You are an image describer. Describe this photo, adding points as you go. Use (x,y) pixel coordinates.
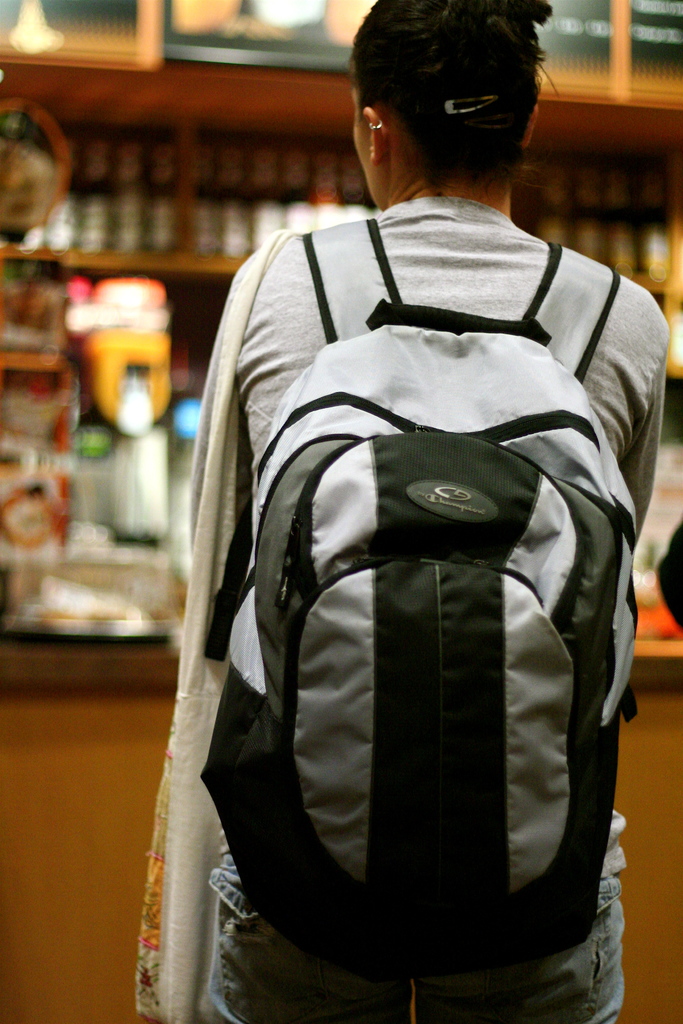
a person (502,242) is standing facing her back (490,239). she is wearing a backpack (372,525). in front of her there are cupboards (139,187).
